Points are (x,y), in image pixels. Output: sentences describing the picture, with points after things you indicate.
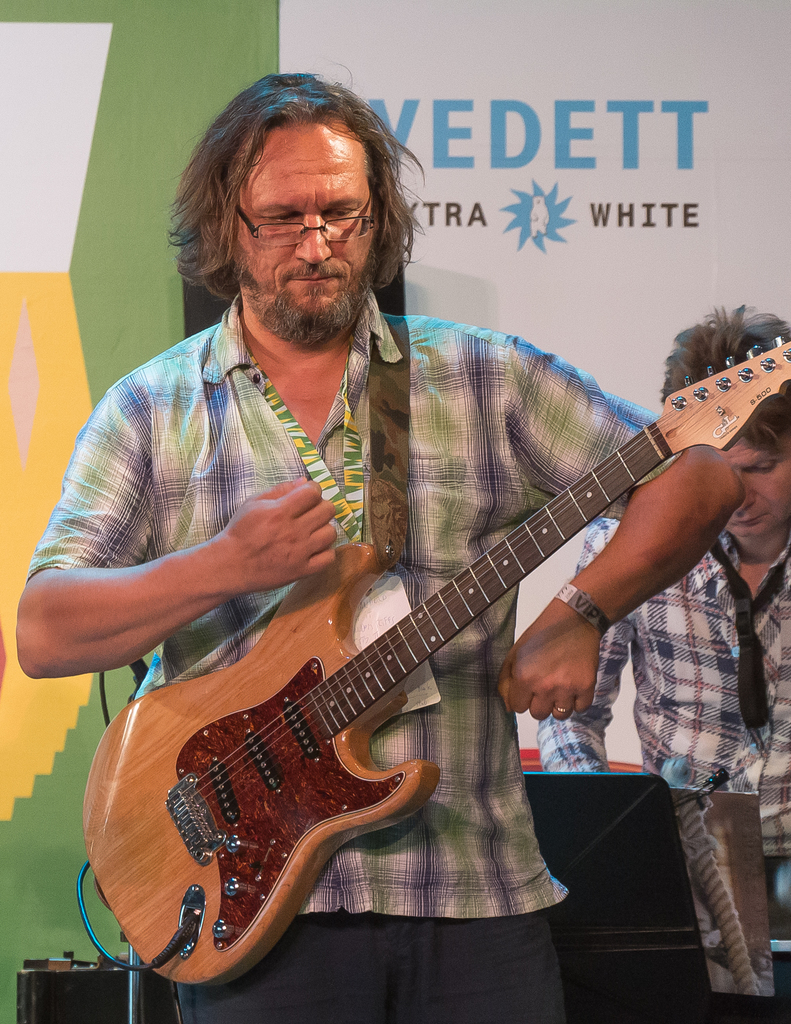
In this picture we can see a man (583,399) standing and is wearing spectacles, he is looking on to the floor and is holding the guitar (281,740) and in the backdrop (766,822) there is other person (721,544) standing and looking down and in a backdrop (443,66) there is a banner (604,196).
